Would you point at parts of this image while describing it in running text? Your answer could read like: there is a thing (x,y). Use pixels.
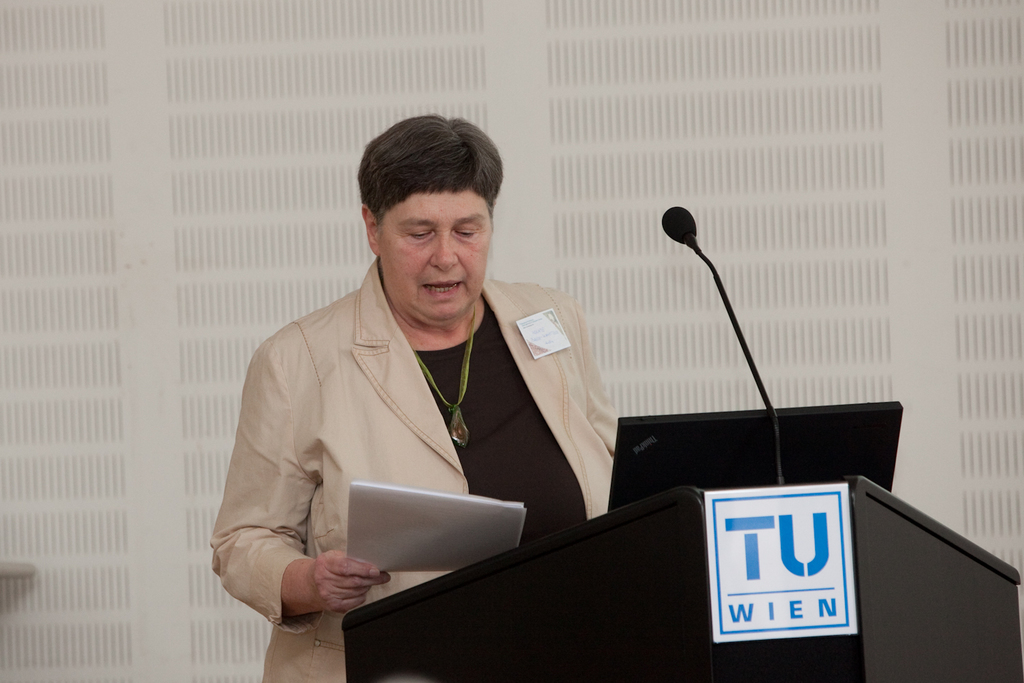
In this image I can see a woman (322,361) is standing and I can see she is holding a white colour thing (363,519). In the front of her I can see a podium (675,520), a laptop (720,446), a mic (716,276), a white colour board (754,496) and on it I can see something is written.
